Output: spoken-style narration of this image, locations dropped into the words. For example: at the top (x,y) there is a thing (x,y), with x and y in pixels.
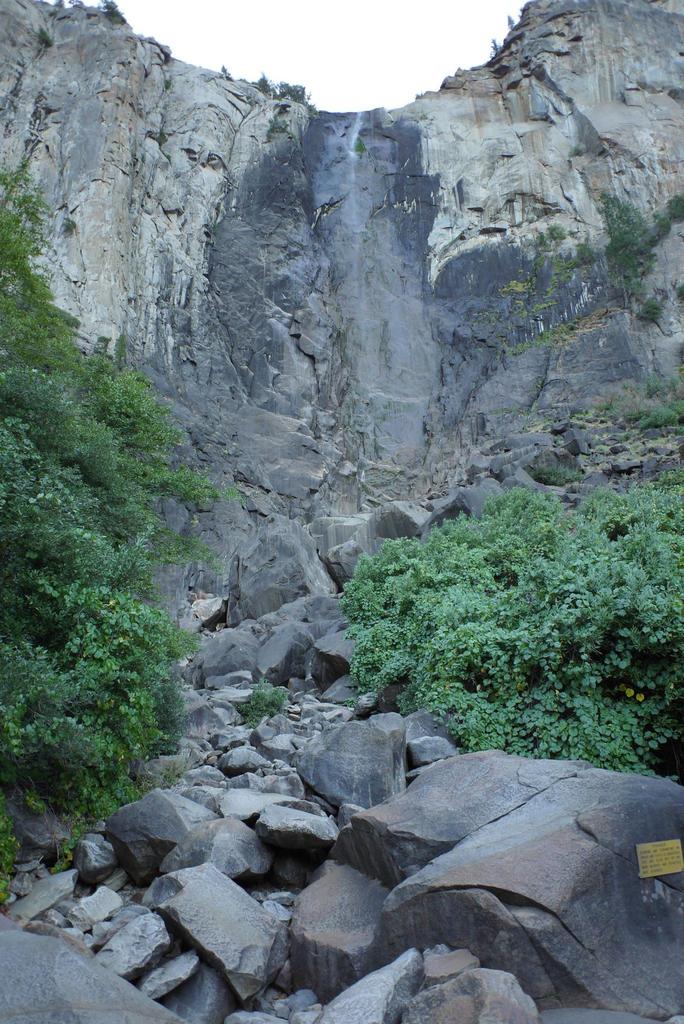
This picture is clicked outside the city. In the foreground (398,844) we can see the rocks (296,660) and some plants (152,583). In the background (265,4) there is the sky (328,9) and we can see the mountain (525,128).
